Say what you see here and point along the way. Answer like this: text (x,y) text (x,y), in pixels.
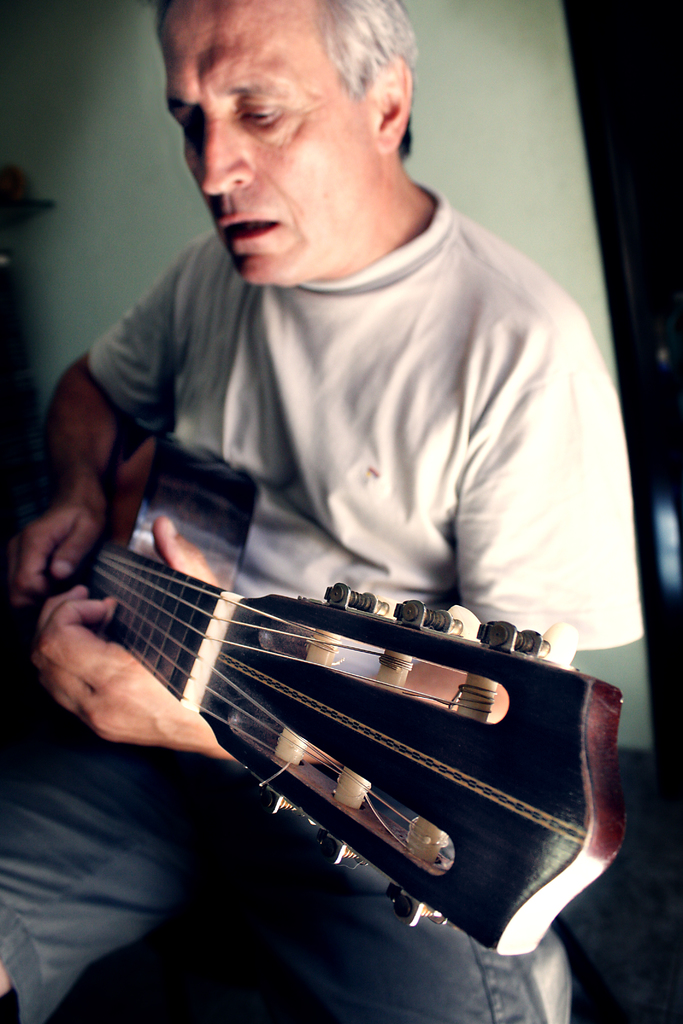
This picture shows a man (396,272) seated and playing guitar (488,645) and he wore a white t-shirt (199,407) and a short (58,884).
